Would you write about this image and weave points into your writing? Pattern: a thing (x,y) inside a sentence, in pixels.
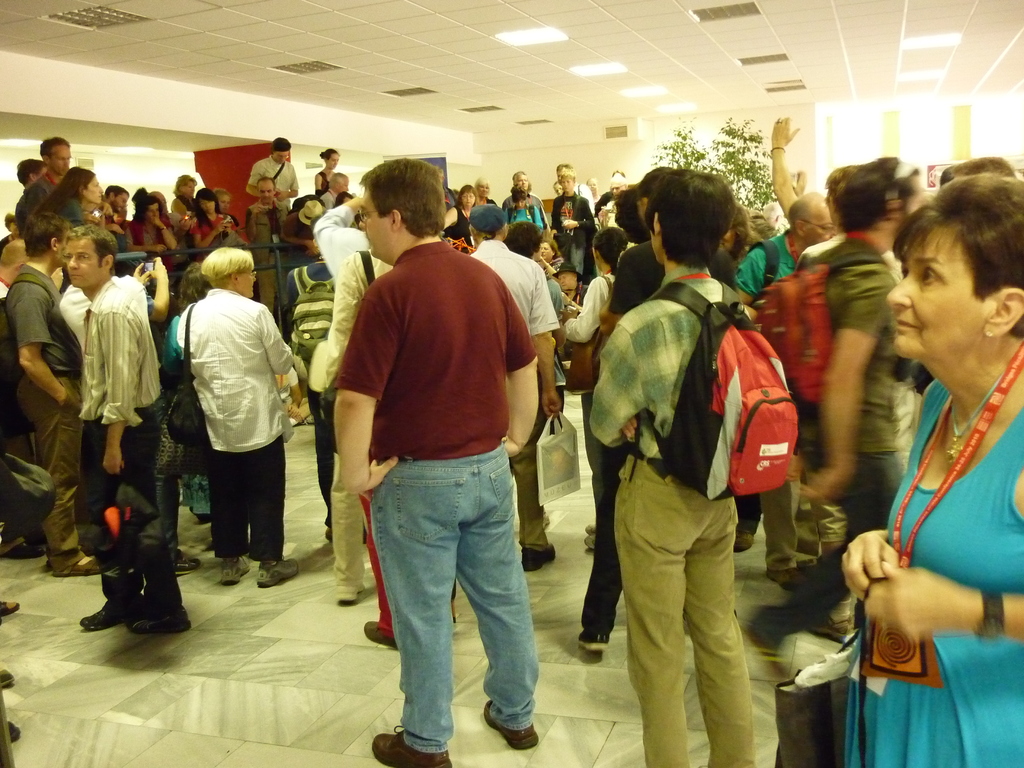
This picture is clicked in the hall (559,383). Here, we see many people (651,471) standing. In the background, we see a plant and a wall (819,184) in white color. The woman (885,546) in blue dress (907,514) is wearing red color ID card (890,648). At the top of the picture (372,35), we see the ceiling (250,36) of the room (347,142).
